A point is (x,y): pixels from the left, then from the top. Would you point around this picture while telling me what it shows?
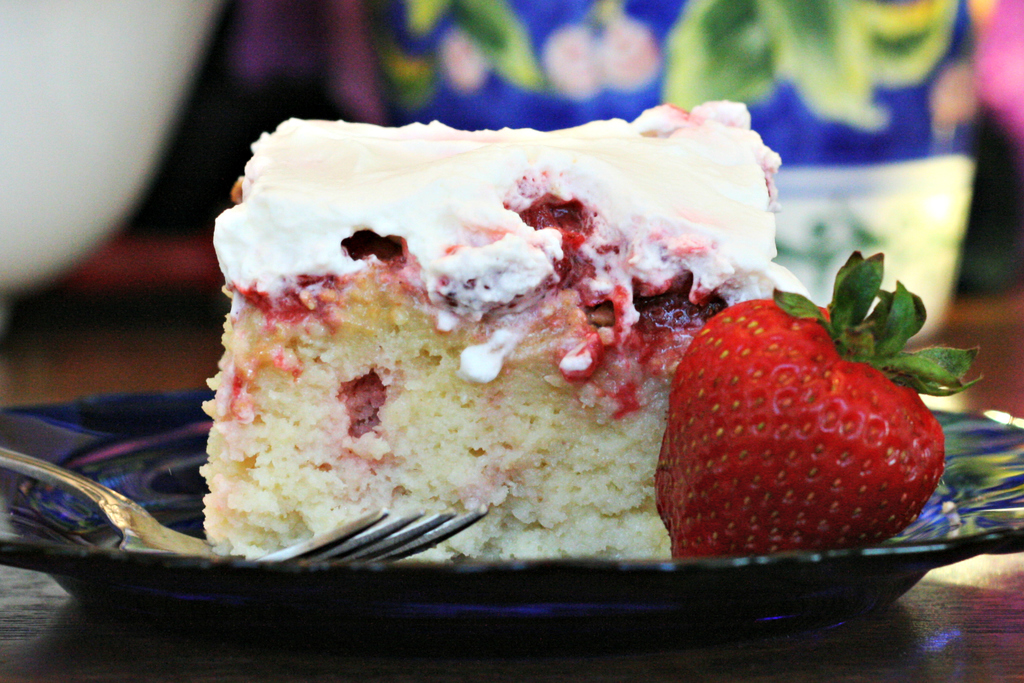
In this image there is a piece of cake (597,353), strawberry (733,436), fork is placed on a plate (75,505).
